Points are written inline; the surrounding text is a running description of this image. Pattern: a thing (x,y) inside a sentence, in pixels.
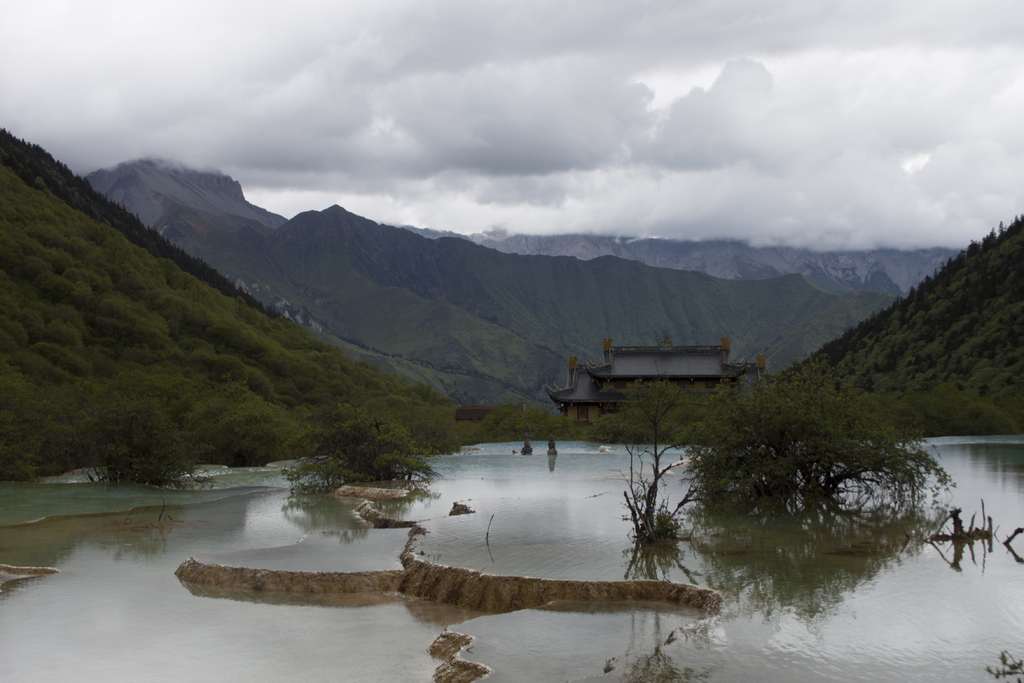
In this image in the middle (563,451) there are mountains (176,345), trees (308,376), water (545,521), house (589,379), sky (798,160) and clouds (585,139).
